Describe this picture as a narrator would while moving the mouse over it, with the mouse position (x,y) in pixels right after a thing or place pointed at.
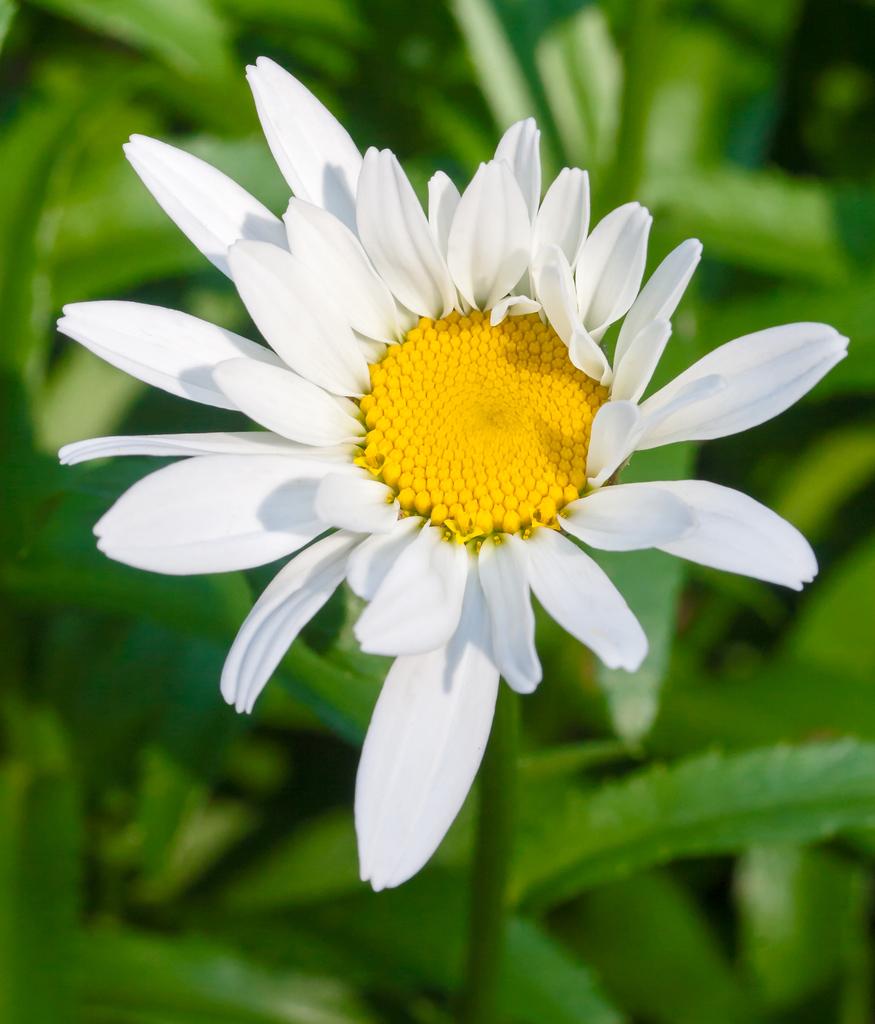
In this picture there is a flower (593,600) on the plant (630,885). At the bottom (317,885) I can see many leaves (369,917).
